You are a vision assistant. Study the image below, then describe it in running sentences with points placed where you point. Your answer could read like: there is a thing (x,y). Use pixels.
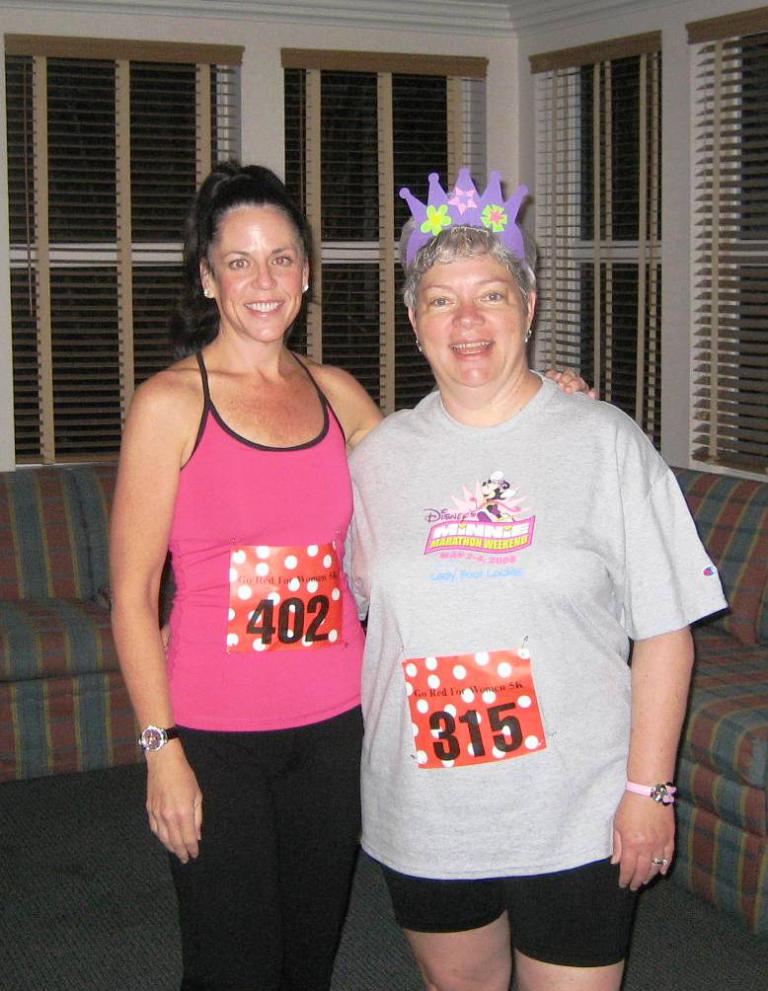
In the picture we can see two women (496,579) are standing together and smiling, one woman (526,578) is wearing a gray T-shirt (651,533) and one woman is wearing a pink top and behind them we can see a wall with windows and a sofa (105,586) near it.
